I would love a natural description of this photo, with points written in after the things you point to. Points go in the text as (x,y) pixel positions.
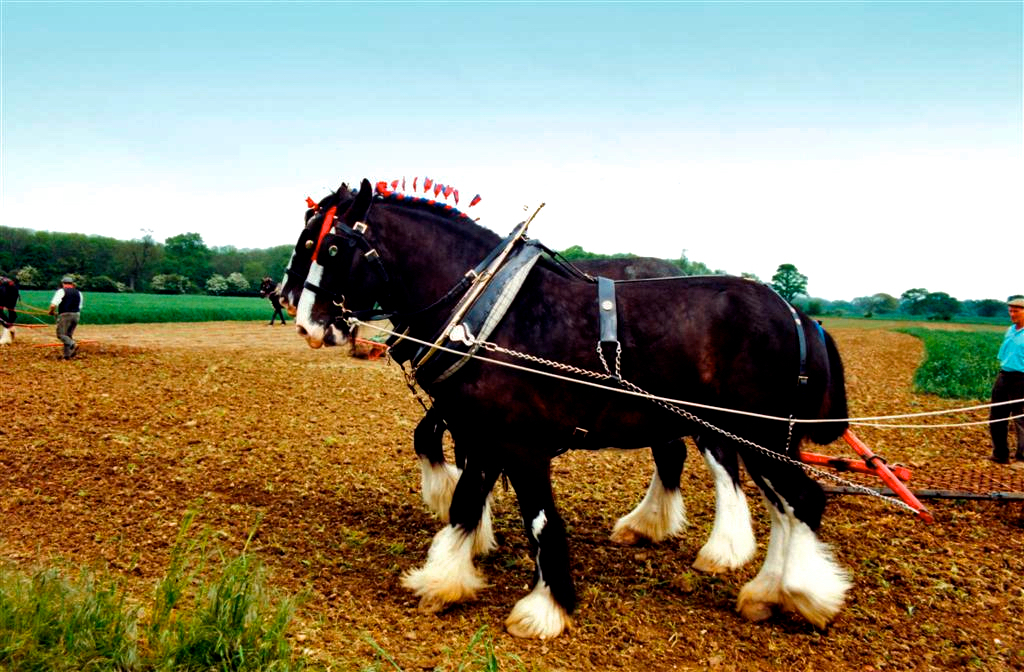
In this image I can see the horses (516,426). I can see the chain (489,351), rope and the belt (493,279) to one of the horse (547,352). I can see two people (75,312) with different color dresses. In the background (137,307) I can see the plants (182,291), many trees (682,265) and the sky (493,168).
